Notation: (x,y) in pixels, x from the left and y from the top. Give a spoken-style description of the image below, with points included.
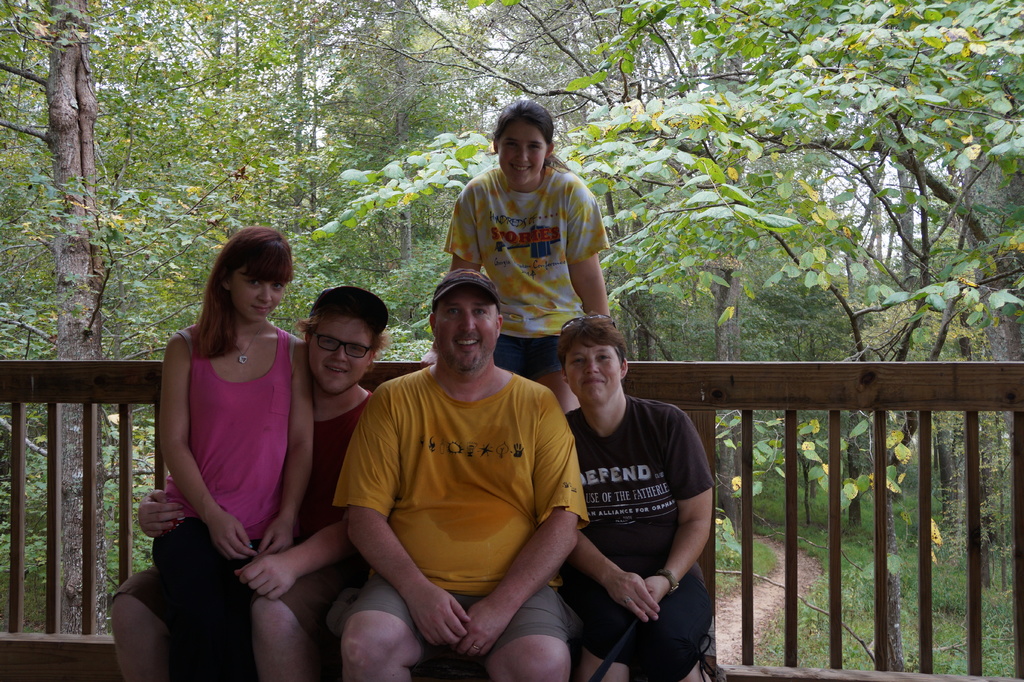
In this image there are trees (313,68) truncated towards the top of the image (418,35), there are trees (919,95) truncated towards the right of the image (903,133), there are trees (74,79) truncated towards the left of the image (84,123), there is a wooden fencing (90,525) truncated, there are group of persons (383,478) sitting, there is a person (613,479) holding an object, there is the grass (850,602).
